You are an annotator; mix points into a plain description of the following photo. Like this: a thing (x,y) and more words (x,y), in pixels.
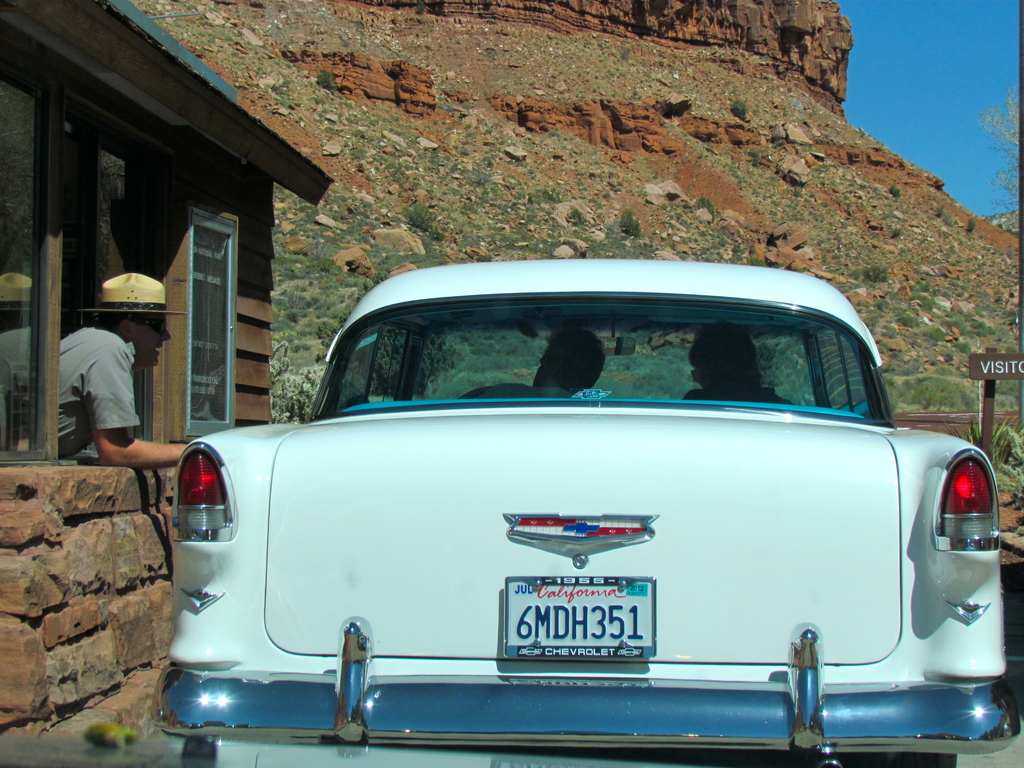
In the center of the image (455,331) there is a car (549,513). On the left side (75,543) there is a cabin (74,520) and there is a man (114,413) in the cabin (88,543). In the background (520,222) we can see a sky (894,90) and a hill (507,96).
